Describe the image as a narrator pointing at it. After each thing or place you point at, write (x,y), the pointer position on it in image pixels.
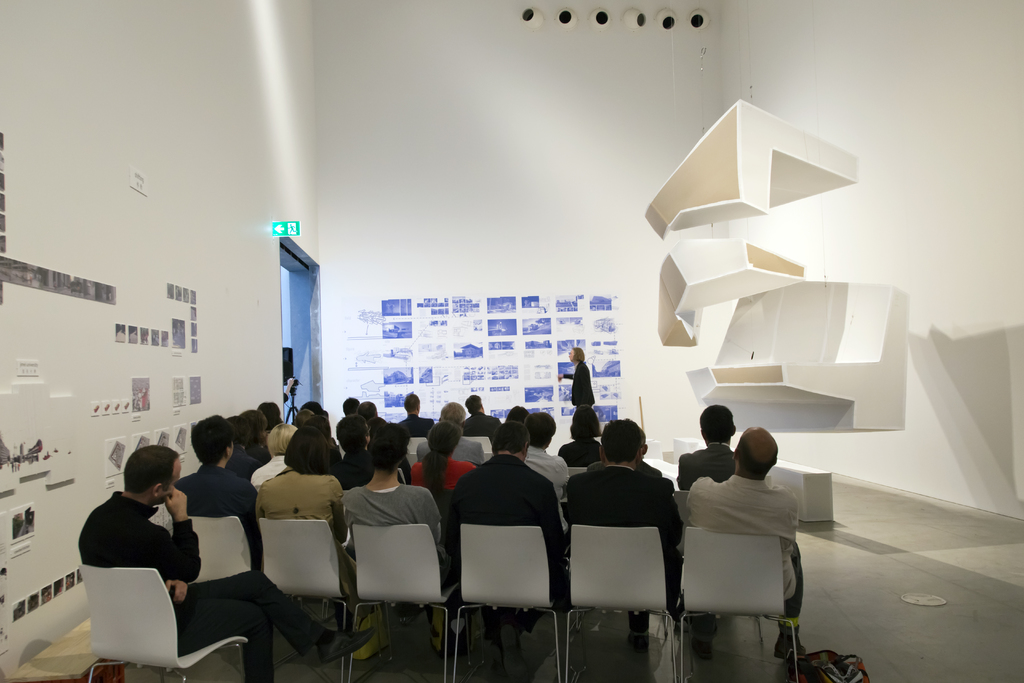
The picture is inside a room (463,266), the people (448,412) are sitting on the chair (465,566), to the right side (786,262) there is art (780,191) of white color, the left side there is a presentation (553,353) a woman (578,377) standing in front of it and explaining, to the left (295,299) there is exit room (306,330) in the background (543,155) there is a white color wall (584,56).
